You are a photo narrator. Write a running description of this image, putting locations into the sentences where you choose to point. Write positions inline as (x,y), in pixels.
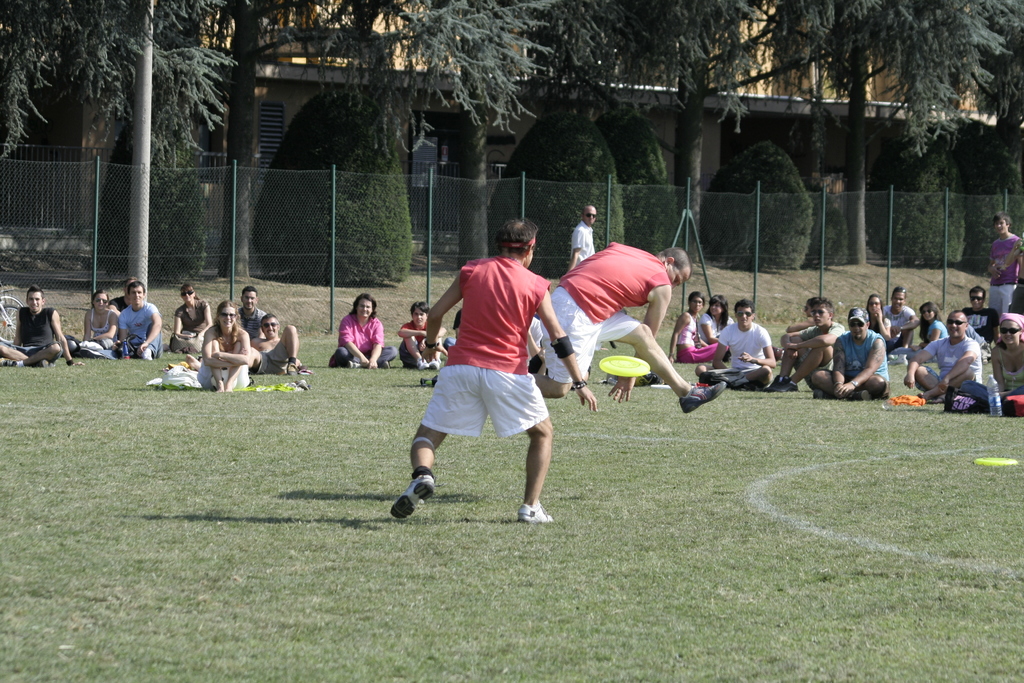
There are persons (466,272) in orange color t-shirts (504,271) playing on the ground (597,493) near a light green color Frisbee (633,368) in the air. In the background (990,324), there are persons (965,313) sitting on the ground (635,496), there are persons (1020,270) standing, another Frisbee (1009,461) on the ground (1013,465), a fencing (137,225), trees (162,79), plants (809,201) and a building (380,22).
